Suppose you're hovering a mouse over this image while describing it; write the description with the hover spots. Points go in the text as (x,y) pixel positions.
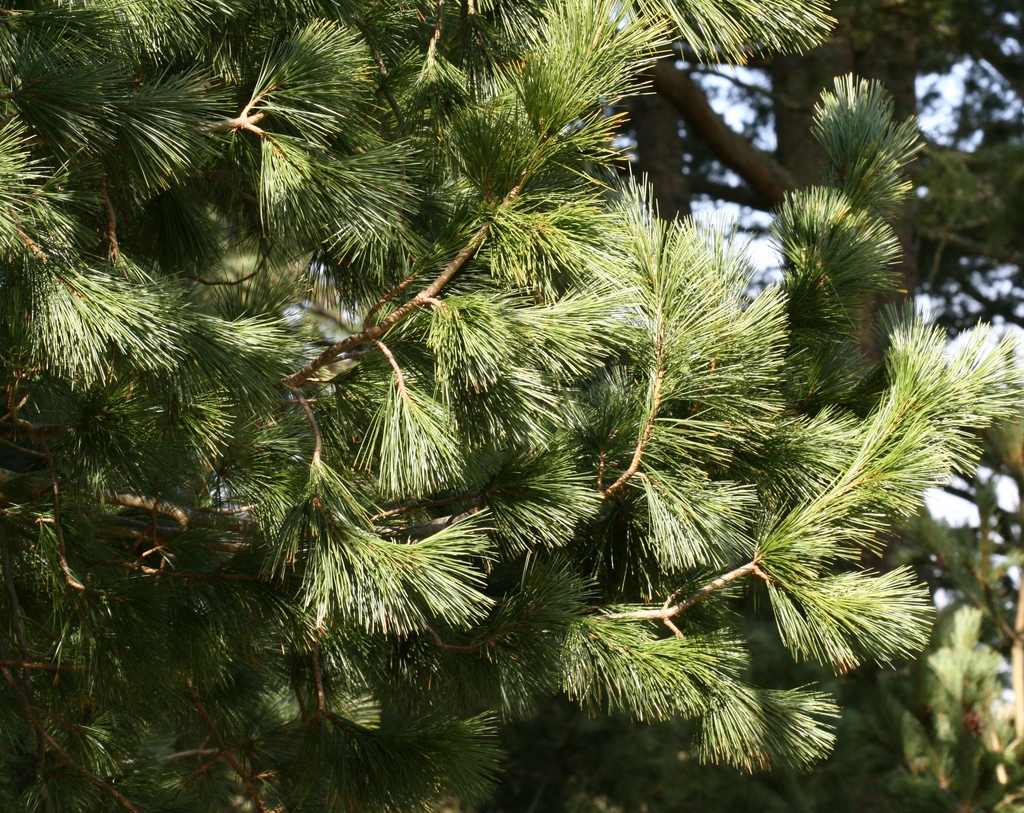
In the picture we can see a tree (294,636) with leaves (503,334) and in the background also we can see a tree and some part of the sky (1004,559) from the tree (915,146).
